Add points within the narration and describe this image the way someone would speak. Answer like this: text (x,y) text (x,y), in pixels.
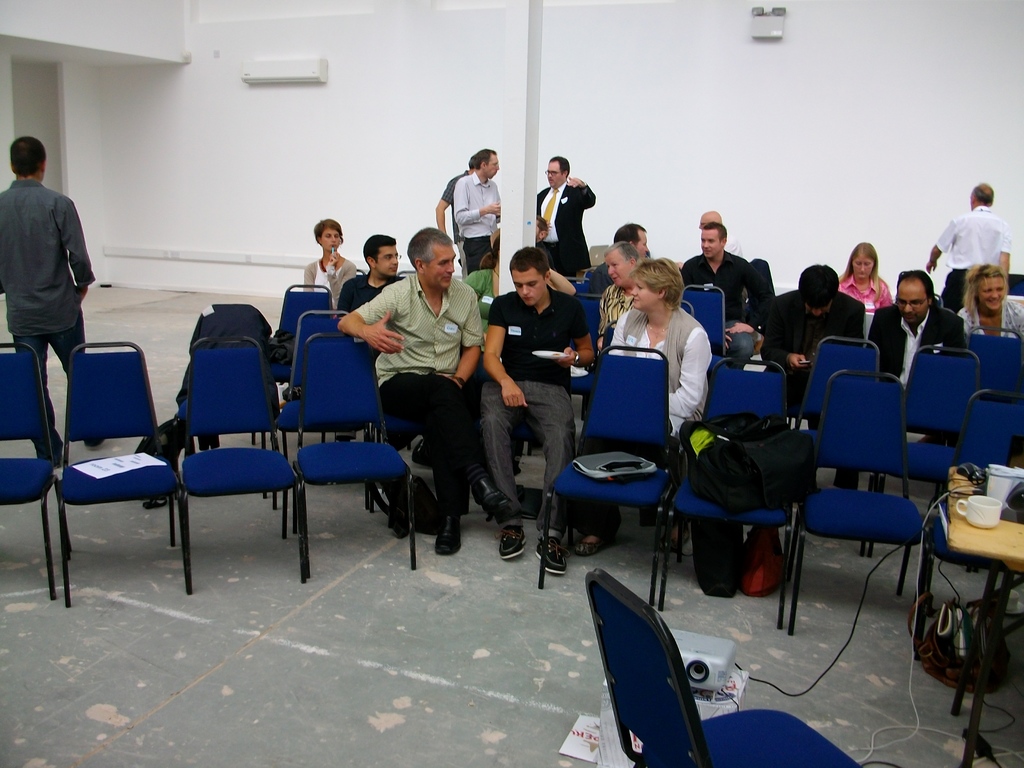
In this image at front (650,646) there is a chair (689,710). Behind the chair (689,710) there are papers (731,690) and on top of the papers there is a projector (709,667). At the right side of the image (980,701) there is another table (969,535) and on top of it there is a cup (968,511) and a few other objects (994,487). At the back side (575,435) few people (503,380) are sitting on the chair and some are standing on the floor (753,673). Behind the chairs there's a wall (343,38) and an AC (326,76) is attached to it.
